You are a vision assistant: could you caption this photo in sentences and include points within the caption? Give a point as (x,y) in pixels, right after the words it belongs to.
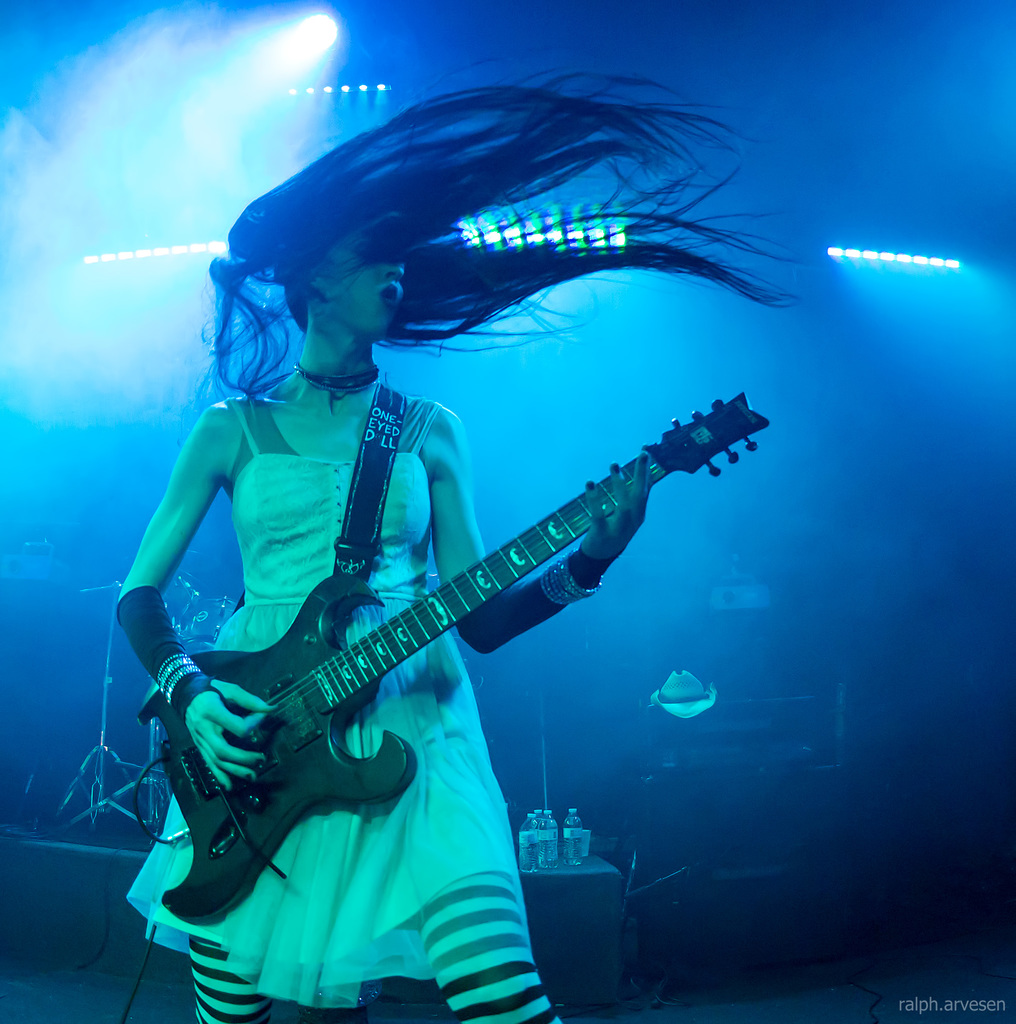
Here we can see a woman (483,892) holding a guitar (438,629) and playing the guitar (376,670) and behind her we can see colorful lights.
